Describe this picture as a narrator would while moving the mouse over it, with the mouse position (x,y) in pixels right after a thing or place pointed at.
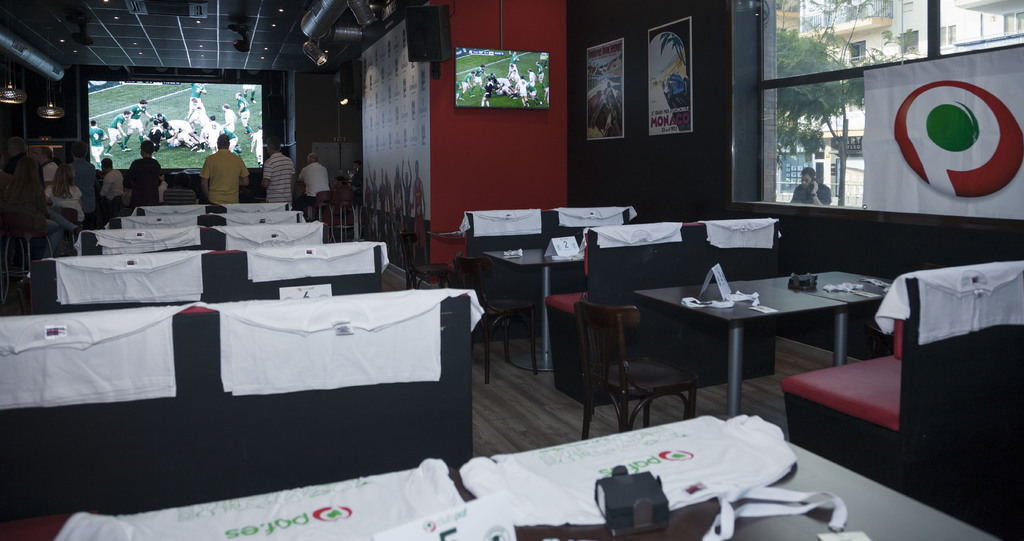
This picture is clicked inside a restaurant (532,416). There are many tables (524,264) and chairs (599,331) in the image. On the table (642,290) there boards (717,282) and papers (728,297). On the chairs (592,300) there are T-shirts (268,332) spread. To the right corner of the image (771,186) there is a glass window (798,147) and on it there is banner (870,134) hanging. There are two posters (615,105) on the wall (628,100) and beside to it there is a television (532,107). To the left corner of the image (42,229) there are people (141,182) sitting on stools (67,214) and standing, watching a match on a television (178,120). There are lights (200,46) to the ceiling (191,48) and lamps (56,111) hanging to the ceiling (177,51). In the background (318,128) there is wall (306,123). And behind the window (799,183) there is a building (861,37), a tree (826,44) and a man (814,195).
